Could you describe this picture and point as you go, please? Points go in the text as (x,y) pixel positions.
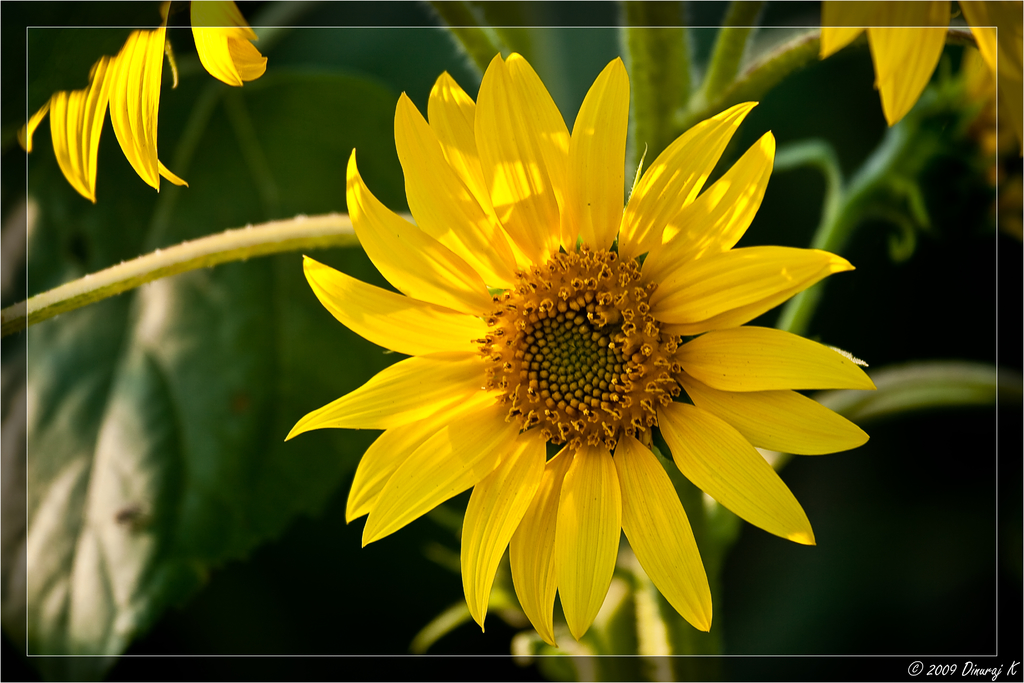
This is a photo. In this picture we can see the flowers (528,278), leaves (171,216) and stems (650,158). In the background (968,91), the image is blurred. In the bottom right corner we can see the text (971,673).
